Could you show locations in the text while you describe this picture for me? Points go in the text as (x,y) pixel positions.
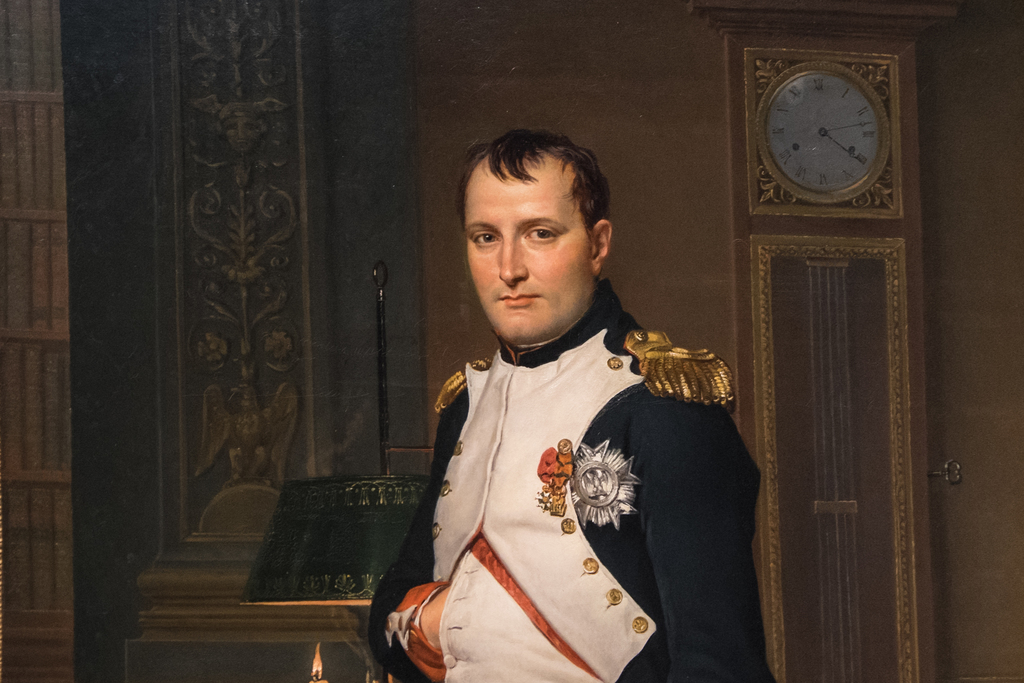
In this image I can see a person (553,414). In the background (714,144), I can see a clock (776,134) on the wall (712,181).
